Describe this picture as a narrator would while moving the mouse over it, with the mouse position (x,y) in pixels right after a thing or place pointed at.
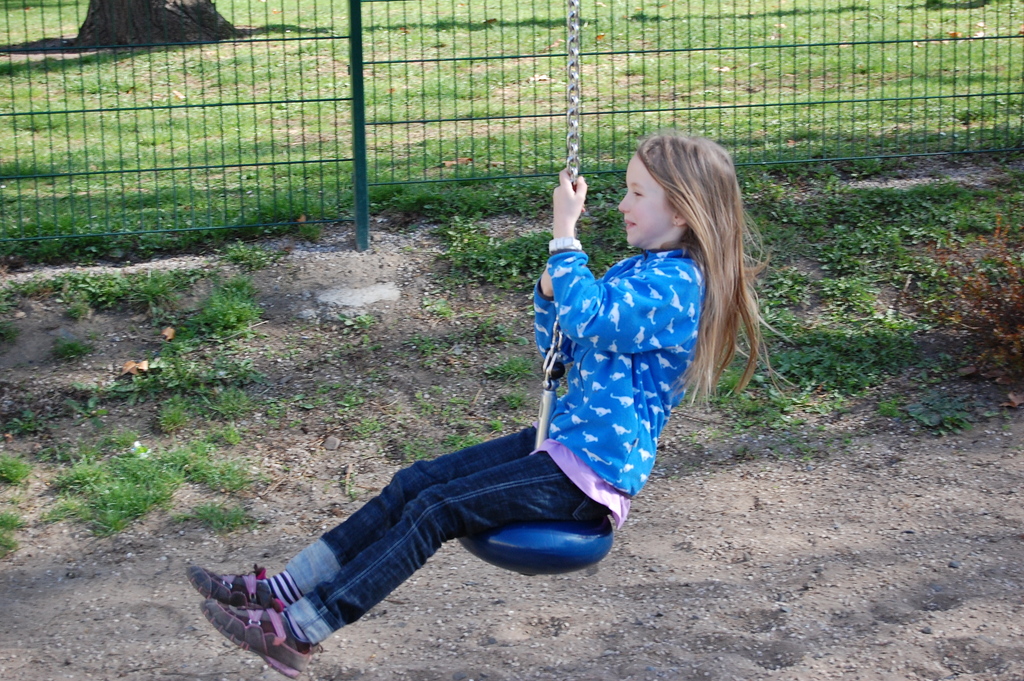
In this image in the front (613,392) there is a girl (616,351) sitting on swing (555,345) and smiling. In the background (504,266) there is grass (491,210) on the ground (343,140) and there is a fence (438,113) and there is a tree trunk (166,25) which is visible.
